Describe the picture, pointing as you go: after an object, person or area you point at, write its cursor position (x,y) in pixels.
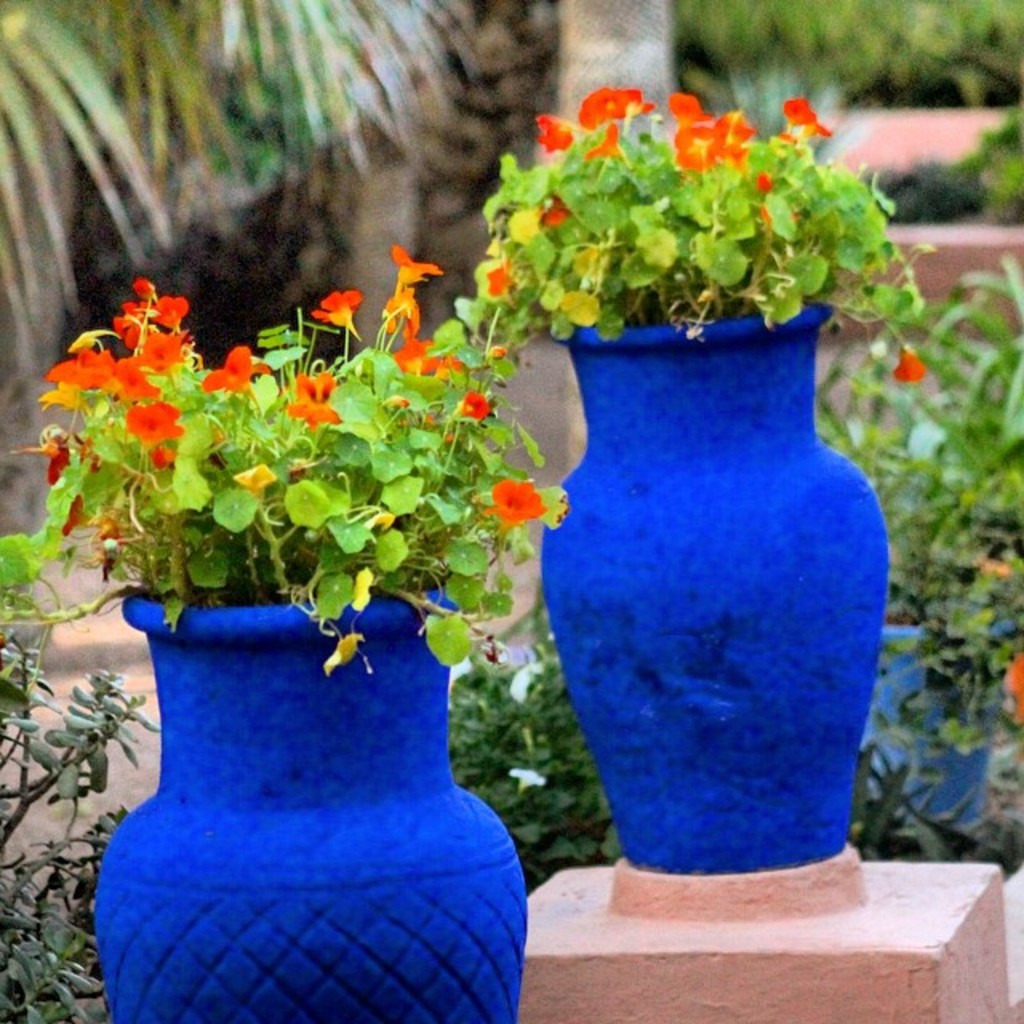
In the image we can see some plants (978,702). Behind the plants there are some trees (180,155).
